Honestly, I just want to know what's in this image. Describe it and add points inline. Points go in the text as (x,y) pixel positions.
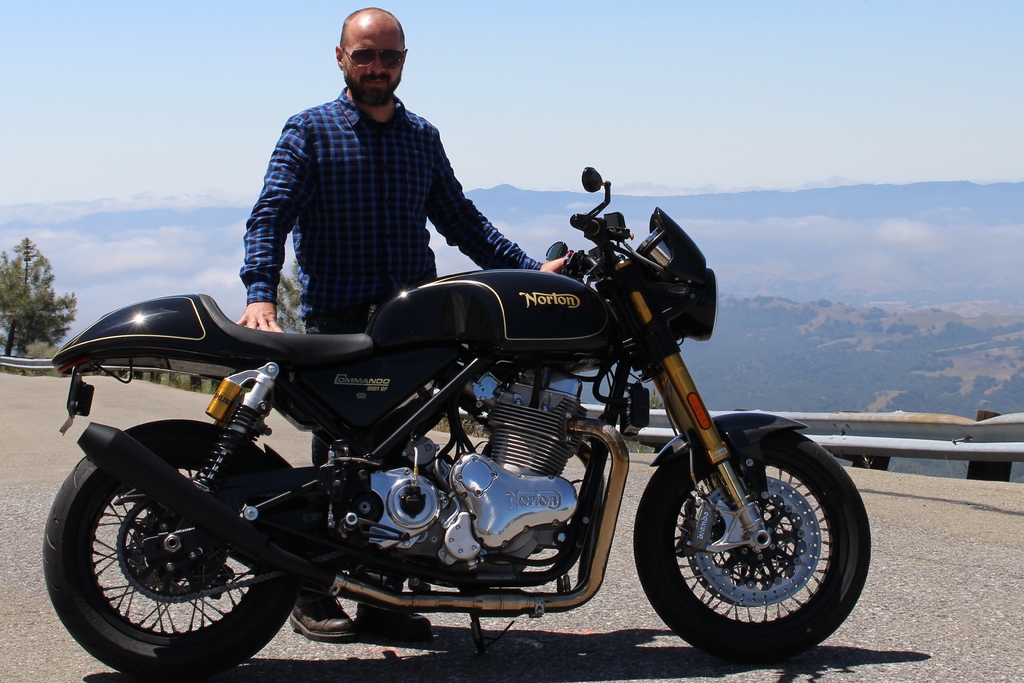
In this picture there is a man (386,260) who is standing behind the bike (345,422). Behind him I can see the road fencing (199,376). In the background (895,349) I can see the clouds (188,243), trees (14,265) and mountains (882,217). At the top (627,55) I can see the sky (626,55).
